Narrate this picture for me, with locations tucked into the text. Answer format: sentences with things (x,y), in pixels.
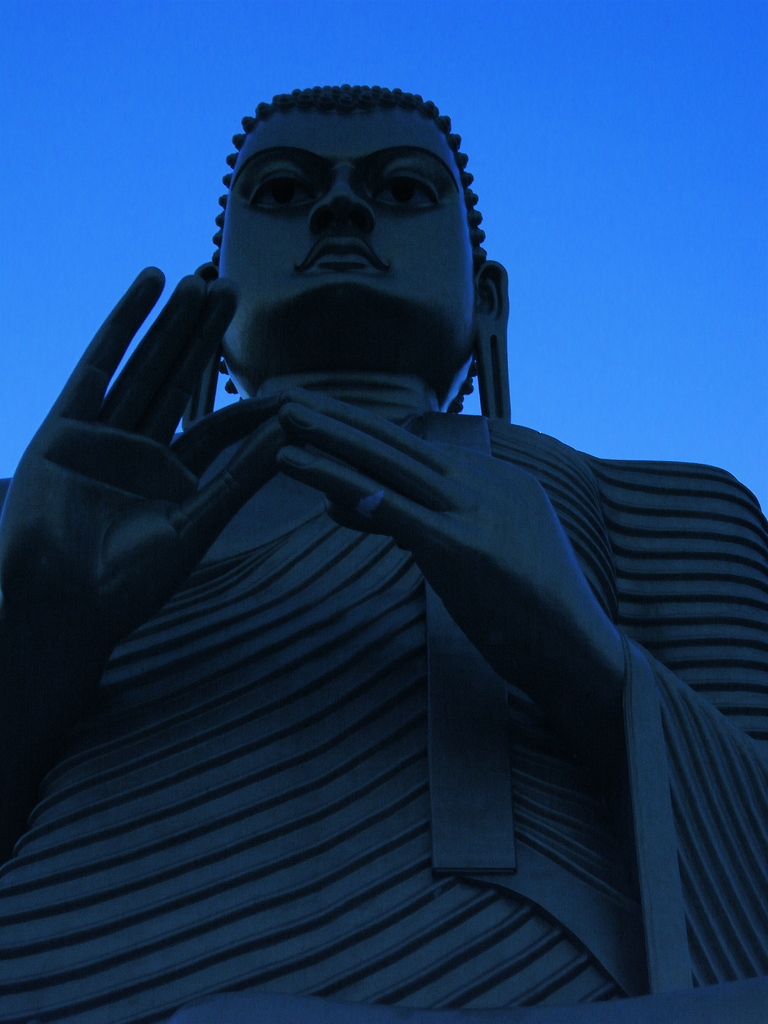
In this picture I can see there is a statue (387,664) and it is in black color. The sky (581,228) is clear.
